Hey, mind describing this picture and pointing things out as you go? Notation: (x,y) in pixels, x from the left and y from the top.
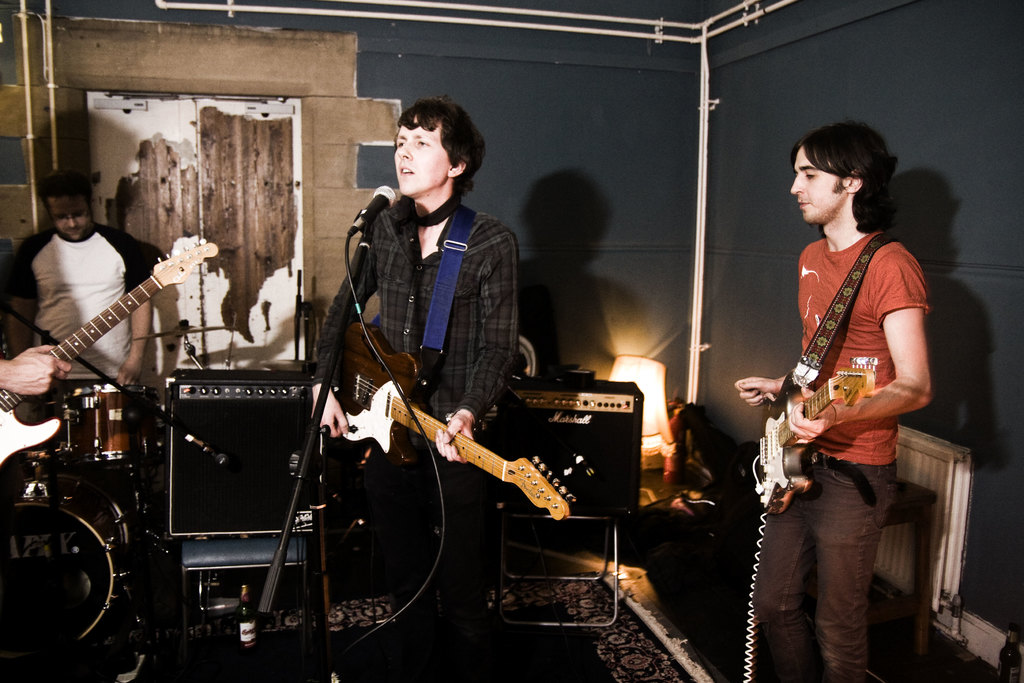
Here we can see 3 people (796,144) playing guitars (788,436) and the person (481,285) in the middle (491,255) is singing a song with microphone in front of him and the person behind him is playing drums (181,326) and there are other musical instrument (254,437) present.
